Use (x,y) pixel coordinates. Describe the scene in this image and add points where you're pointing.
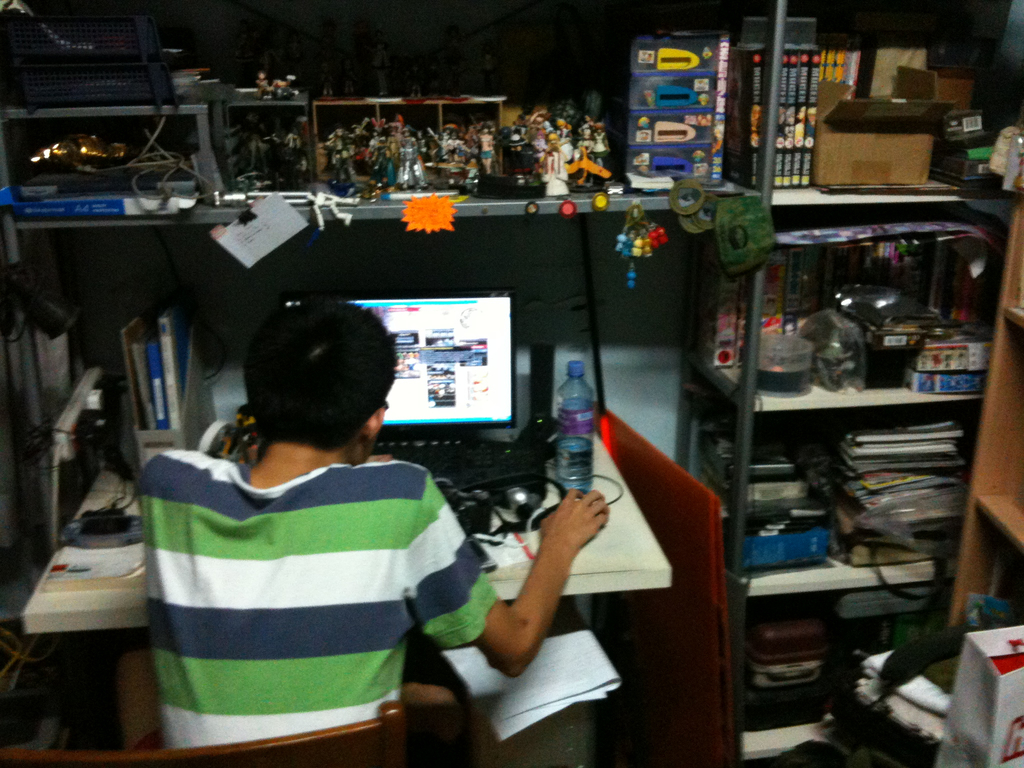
This is an inside view. Here I can see a person (305,678) sitting on a chair (300,757) facing towards the back side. In front of this person (318,602) there is a table (588,558) on which a monitor (474,405), bottle (581,428), cables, books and many other objects (489,513) are placed. This person (326,482) is looking into the monitor (446,344). In the background (791,695) there are many books (954,434), bottles (778,360), boxes (886,182), toys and other objects (257,196) placed in the racks (778,30). In the bottom right-hand corner (975,692) a bag (990,690) and some other objects (857,724) are placed on the floor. The background (753,566) is dark.
